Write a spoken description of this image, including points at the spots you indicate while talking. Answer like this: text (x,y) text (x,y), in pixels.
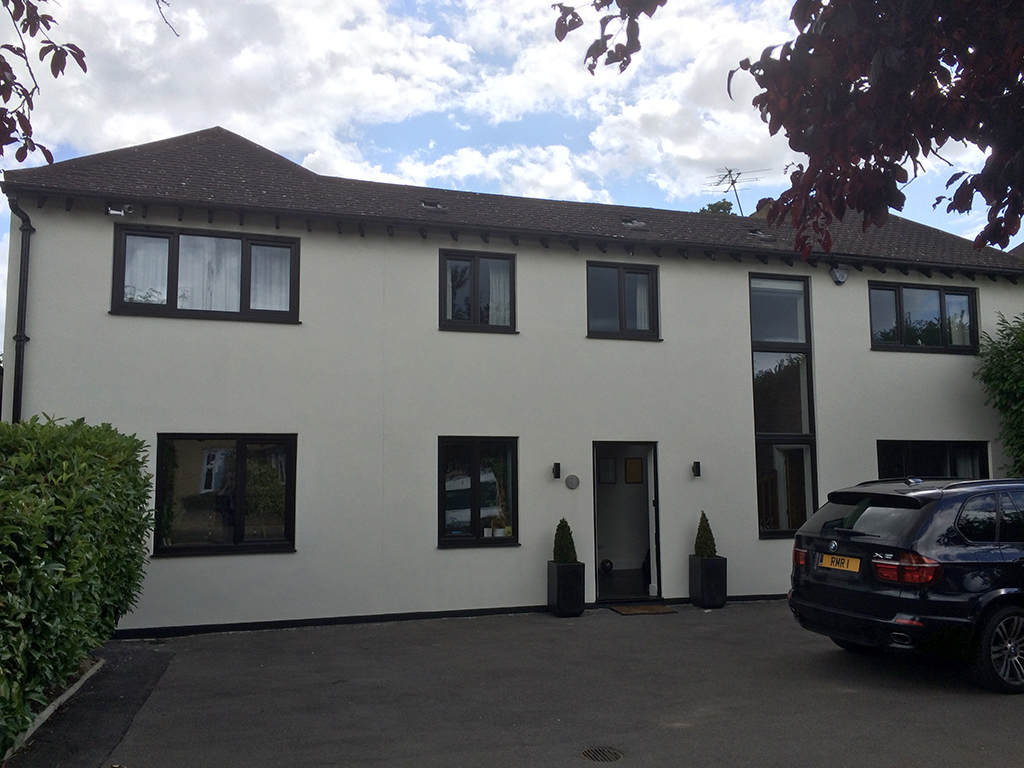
In this picture we can see a car (850,649) on the ground (755,659), house plants (700,543), door mat (633,609), frames (638,475) on the wall (612,504), curtains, building (612,380) with windows (931,345) and in the background (696,126) we can see the sky (660,93) with clouds (518,152).
